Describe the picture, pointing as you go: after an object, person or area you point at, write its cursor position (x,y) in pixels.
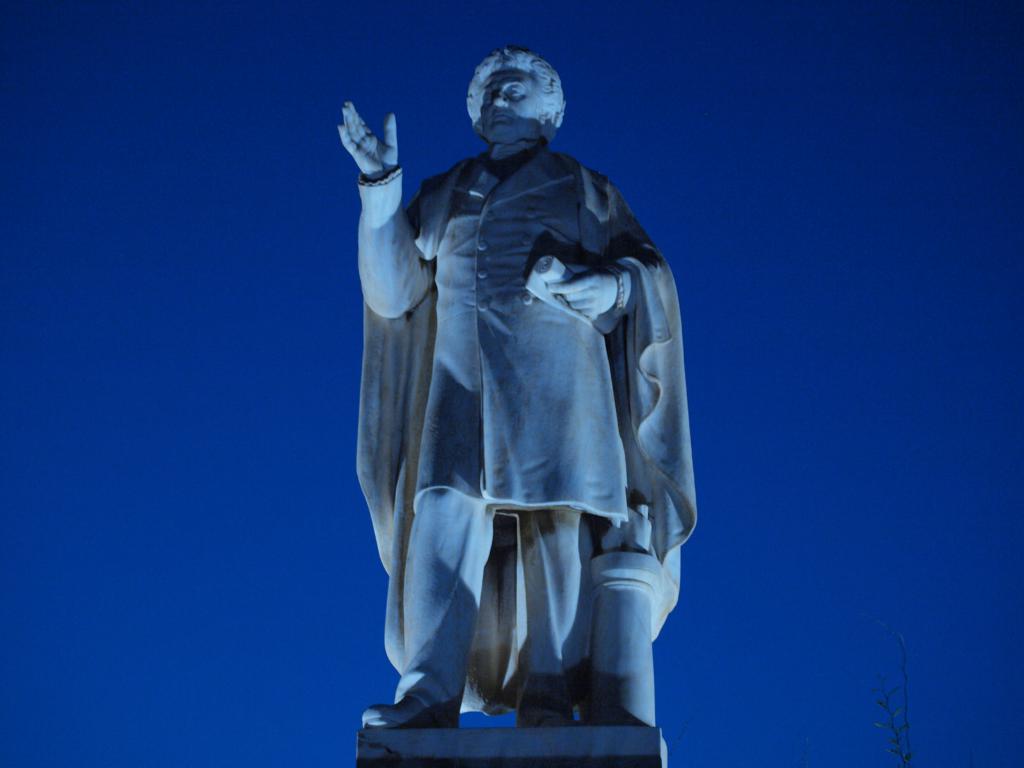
This image is taken outdoors. In the background (332,450) there is a sky (836,427). In the middle of the image (464,417) there is a statue (493,607) of a man (479,278).
